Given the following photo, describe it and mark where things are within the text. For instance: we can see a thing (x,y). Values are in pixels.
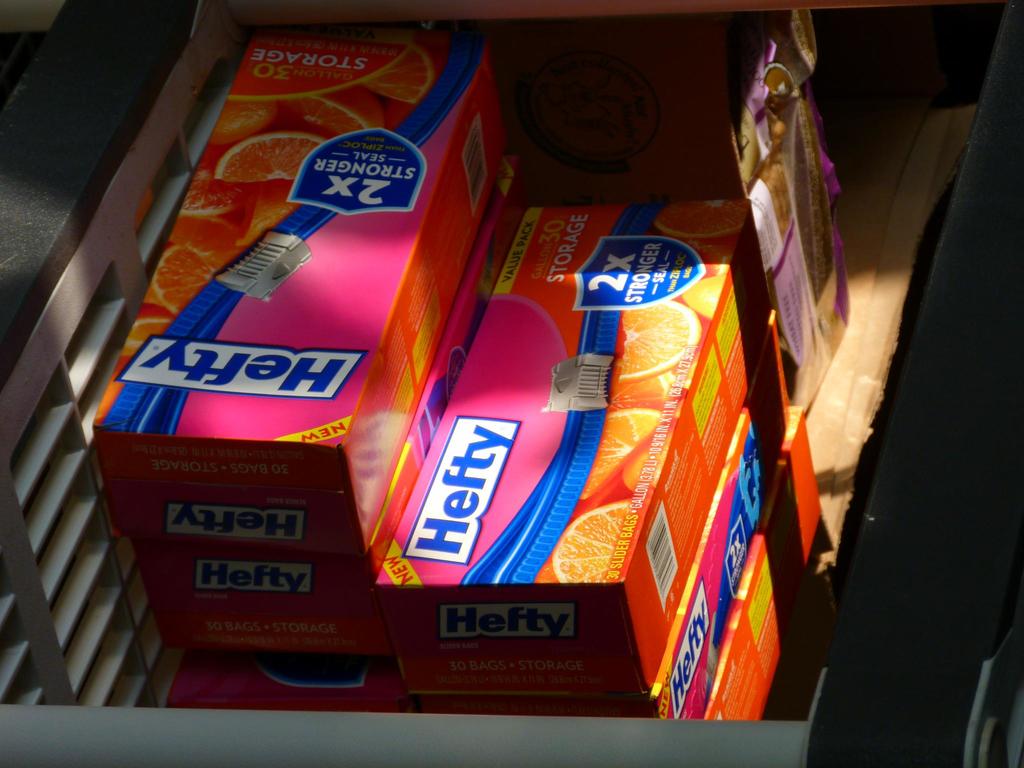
In this picture, we can see some boxes (406,393) with some text (415,325), and images (686,346) are placed on an object (982,366).
